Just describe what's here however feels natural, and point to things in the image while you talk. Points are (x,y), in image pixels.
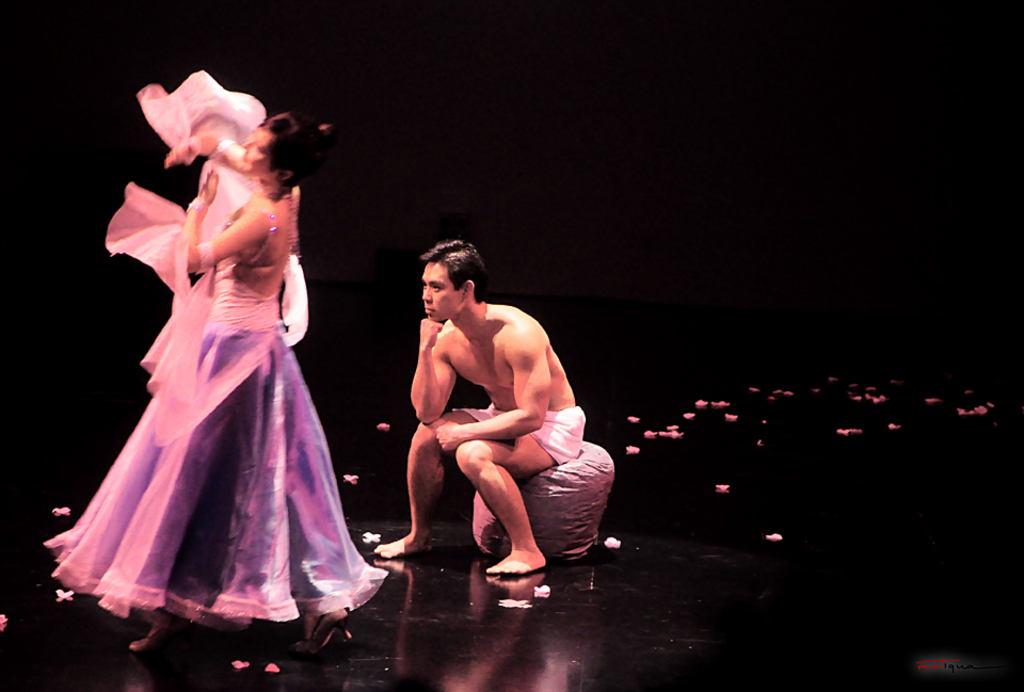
In this picture we can see two people (266,580) on the stage (425,603) and in the background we can see it is dark.
